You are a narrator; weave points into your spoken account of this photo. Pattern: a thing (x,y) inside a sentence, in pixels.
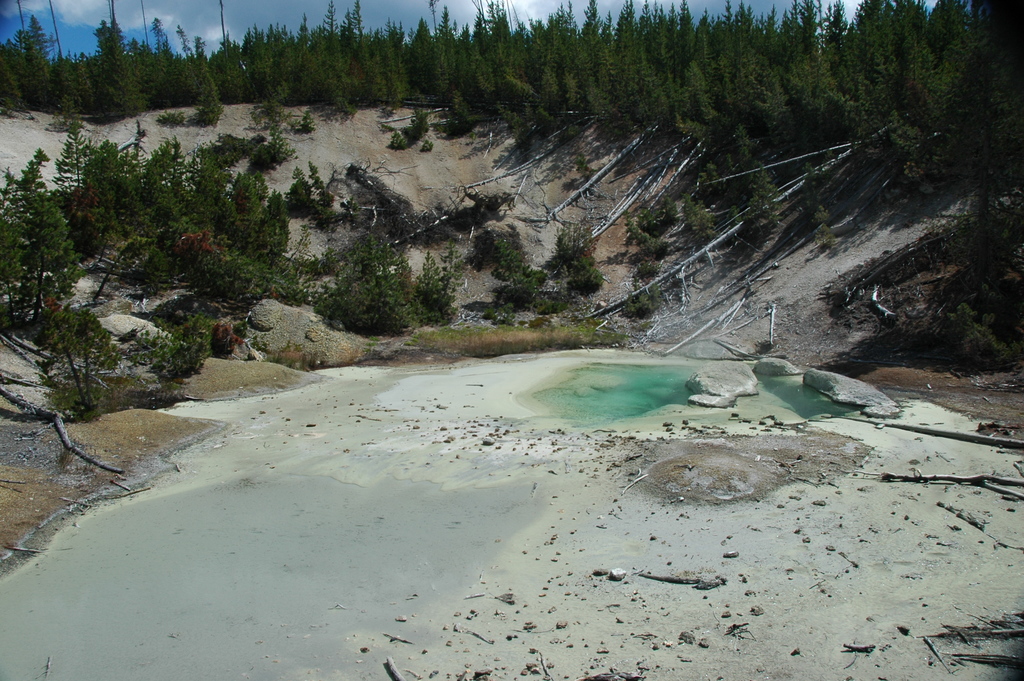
These are the green trees (519,122) and here this is water (651,396).
